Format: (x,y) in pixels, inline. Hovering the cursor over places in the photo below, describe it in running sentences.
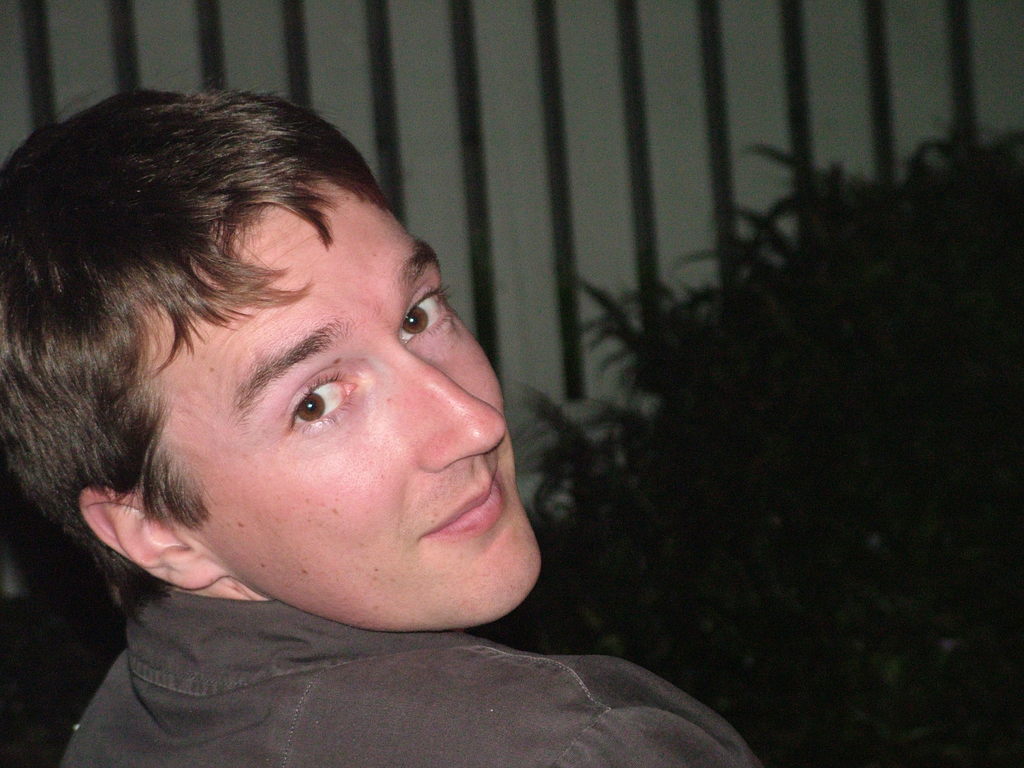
We can see a man (224,640) and he is smiling. This is plant (834,405).
